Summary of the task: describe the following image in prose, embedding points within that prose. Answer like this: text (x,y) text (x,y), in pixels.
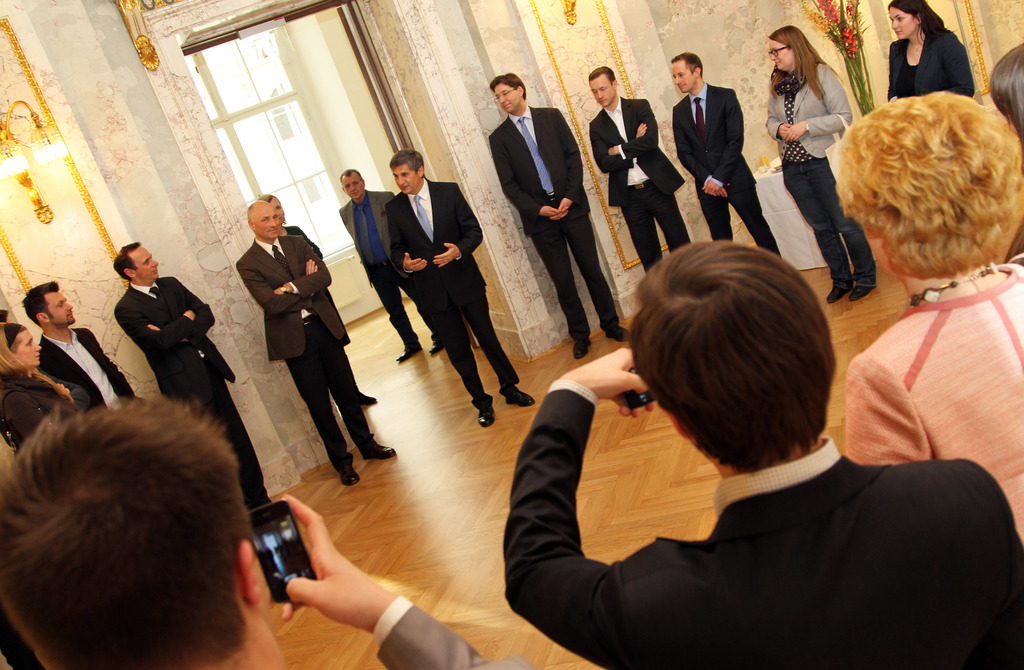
A group of people (729,143) are standing, they wore coats (443,275), ties (371,257), shirts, trousers (457,324), shoes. In the middle (460,337) a man (460,337) is standing and speaking, there are lights (48,152) on either side of this entrance (330,210). On the right side (802,86) 2 women (907,57) are standing.
